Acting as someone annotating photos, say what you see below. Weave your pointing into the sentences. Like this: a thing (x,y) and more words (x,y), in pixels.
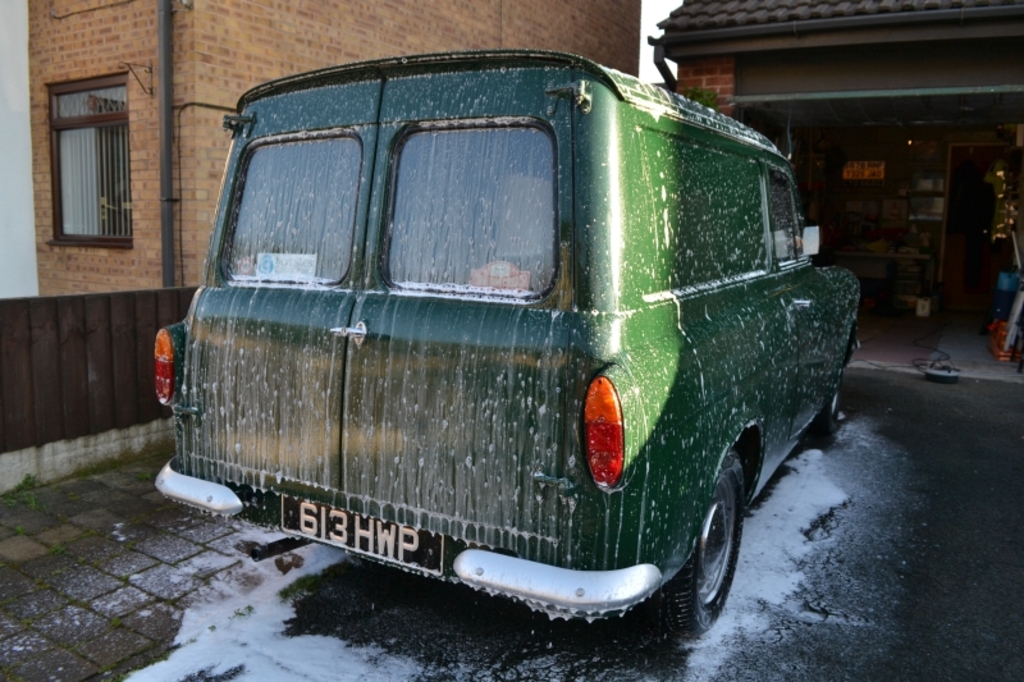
In this picture we can observe a green color vehicle (674,364) parked on the floor (634,655). We can observe foam (370,664) on the floor (258,572). On the left (240,56) there is a building (123,47) which is in brown color. On the right side (873,220) we can observe a shelf (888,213). In the background (656,29) there is a sky (651,55).
